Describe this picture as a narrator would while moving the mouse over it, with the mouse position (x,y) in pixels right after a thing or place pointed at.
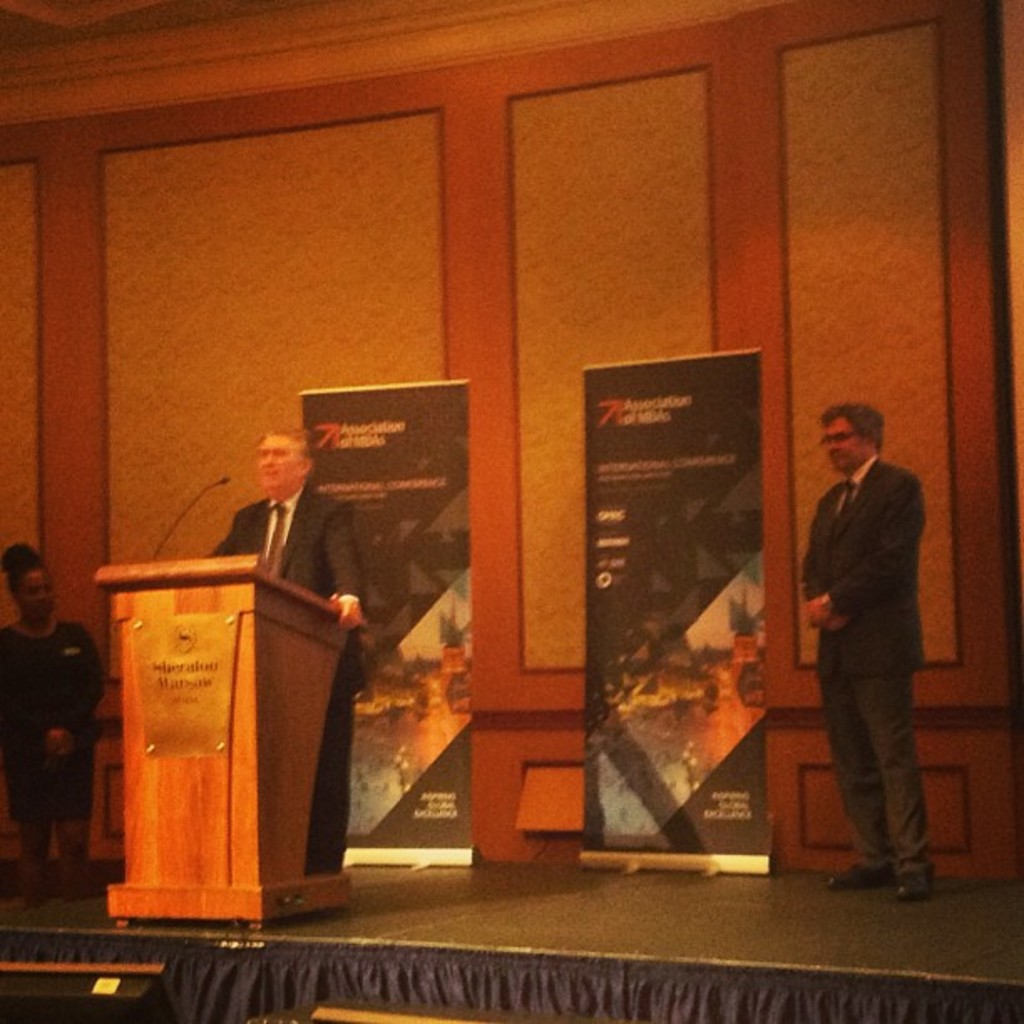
In this picture I can observe three members (13,644). Two of them are men (871,471) and one of them is a woman (46,679). One of the man (294,543) is standing in front of a podium (239,576). In the background (371,228) I can observe wall (411,232).
